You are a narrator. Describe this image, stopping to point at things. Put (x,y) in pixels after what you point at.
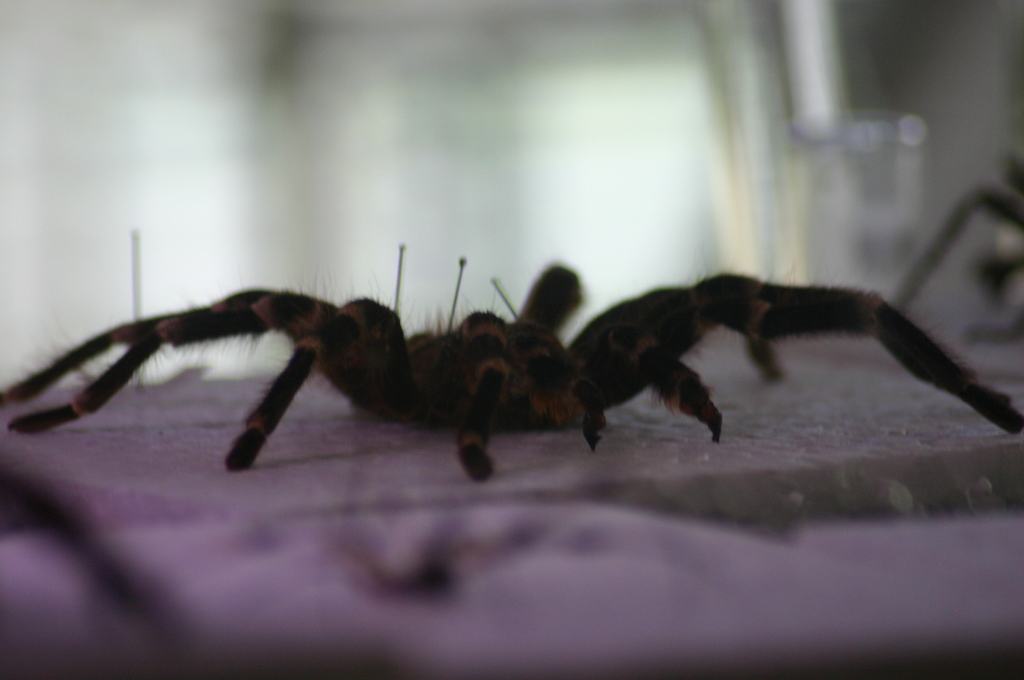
In this image there is a spider (69,365) on the foam board (122,397), and there is blur background (26,176).
